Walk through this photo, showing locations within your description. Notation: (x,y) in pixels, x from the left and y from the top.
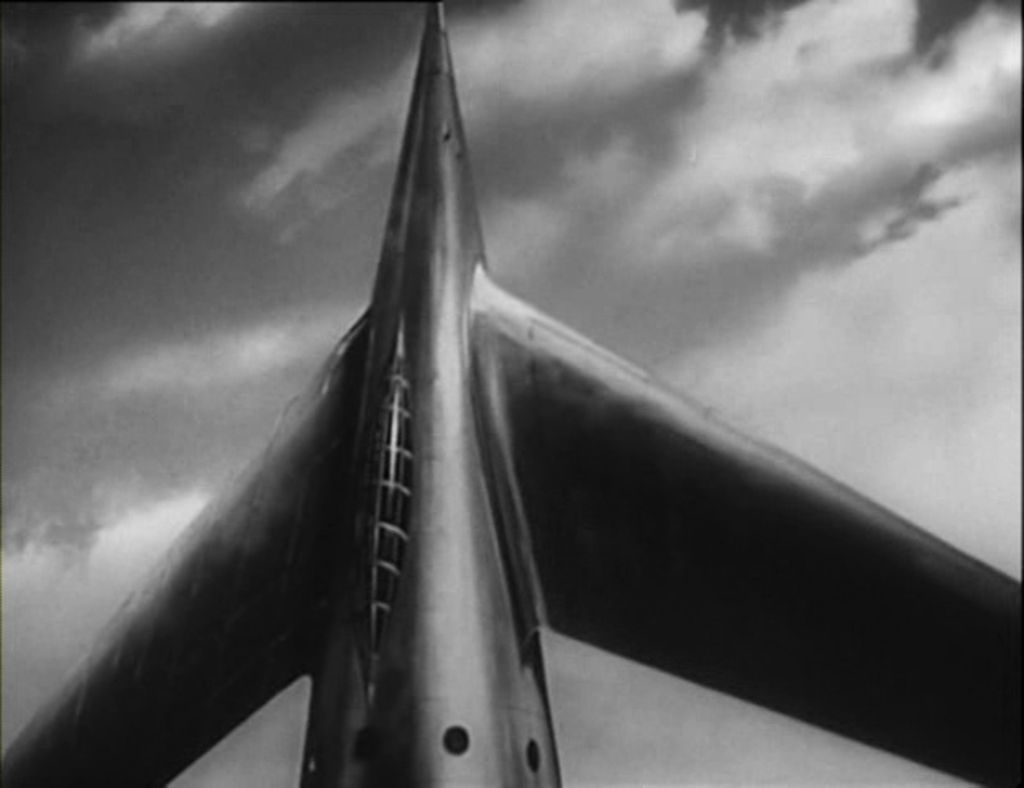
In this image, we can see a rocket (737,545). In the background (70,567), we can see some clouds (890,324).
